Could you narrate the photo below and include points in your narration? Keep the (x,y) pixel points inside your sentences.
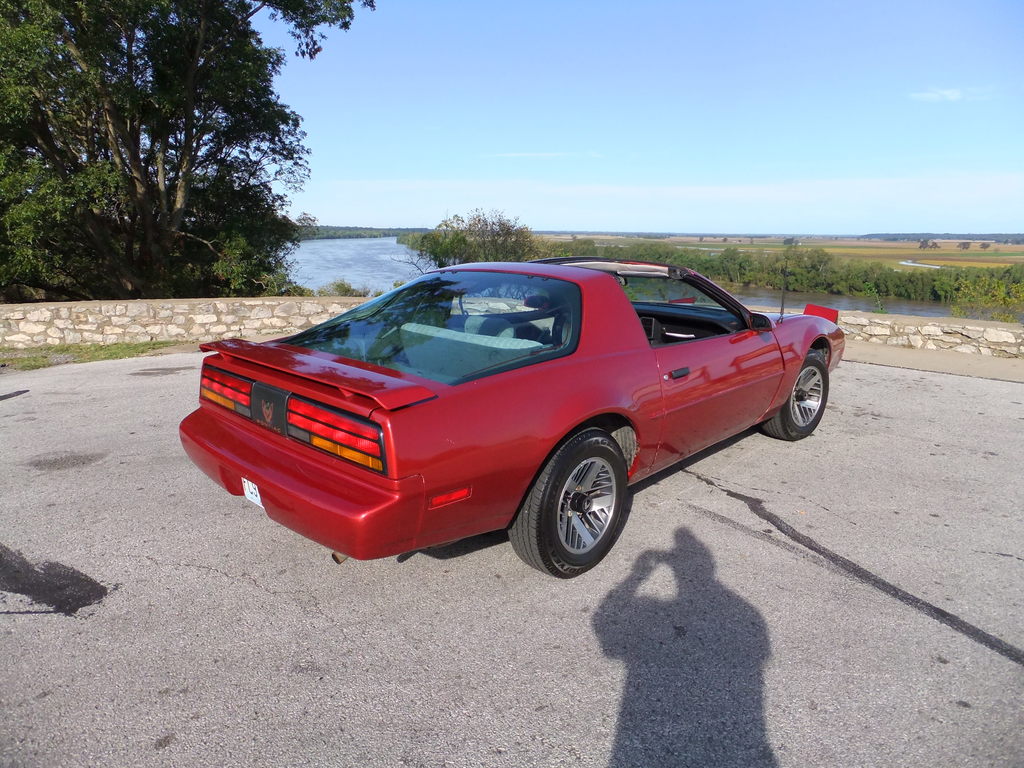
In this image I can see a car (510,424) which is red and black in color on the ground (526,606). In the background (279,284) I can see few trees (156,165) which are green in color, the ground (965,240), the water (395,278) and the sky (683,125).
